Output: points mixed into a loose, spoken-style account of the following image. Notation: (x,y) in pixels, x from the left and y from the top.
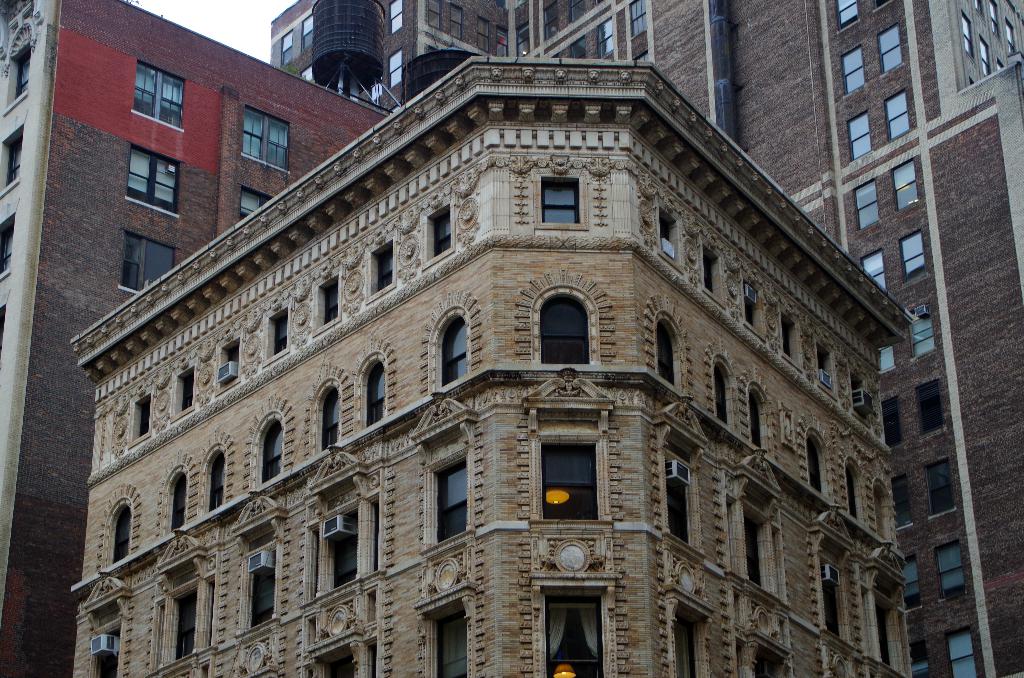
In the picture there are few tall buildings (417,132) and there are a lot of windows (464,368) to those buildings (332,258).
